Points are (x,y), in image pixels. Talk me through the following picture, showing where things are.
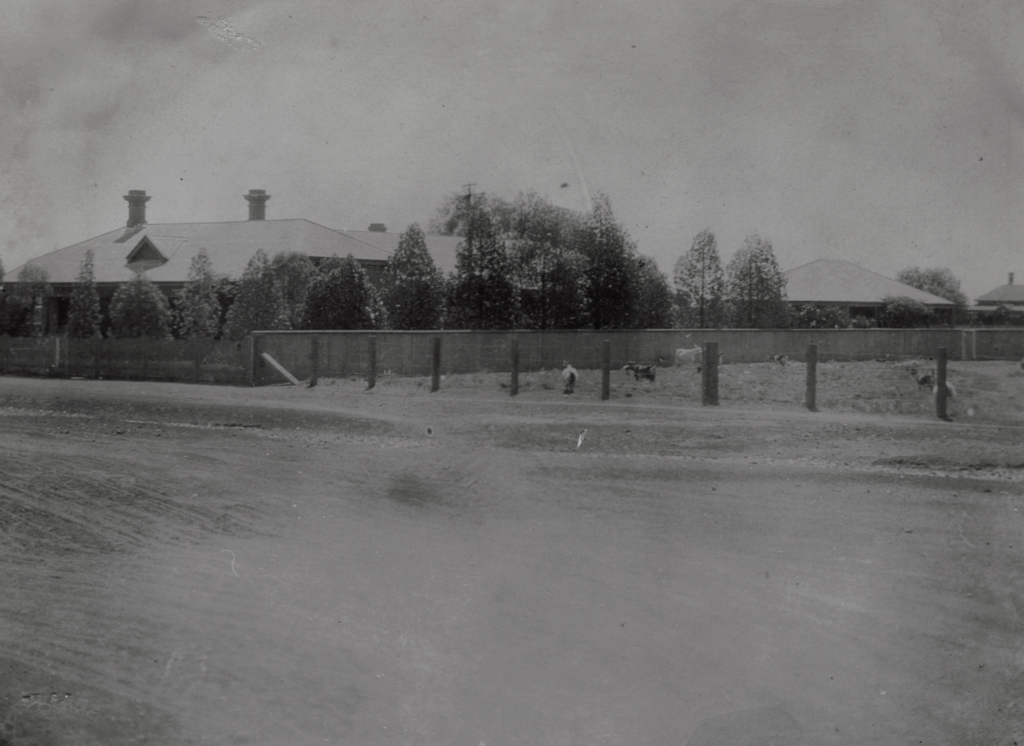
In this picture there are few cement poles (815,376) and there are few animals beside it and there are trees (420,301) and buildings (355,258) in the background (533,280).
